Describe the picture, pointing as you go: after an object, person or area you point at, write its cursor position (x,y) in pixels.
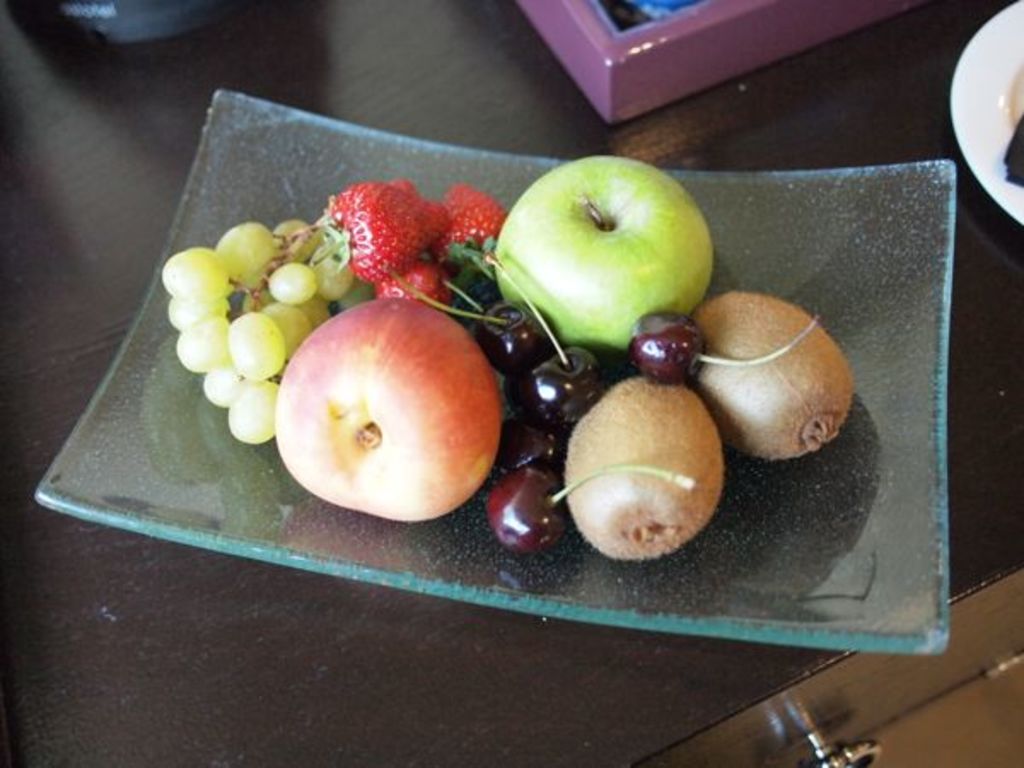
In this image, we can see a table (566,699), on the table (35,363), we can see a tray (250,509) with some fruits (346,431). On the right side (978,72), we can see one edge (978,72) of a plate (993,29). In the background (768,44), we can see pink color box (785,49).
